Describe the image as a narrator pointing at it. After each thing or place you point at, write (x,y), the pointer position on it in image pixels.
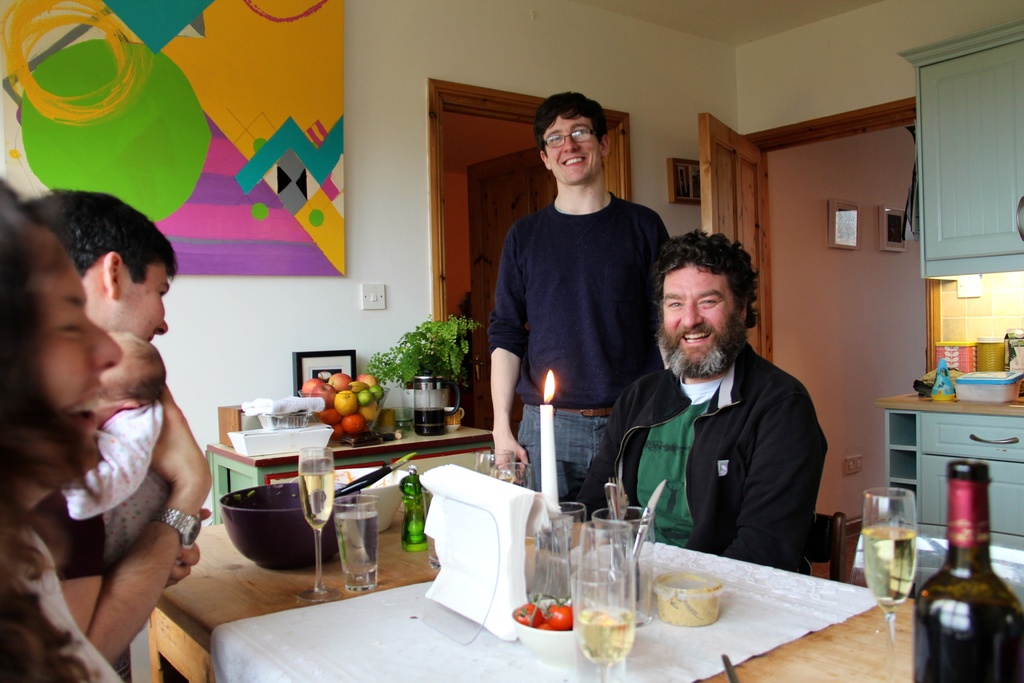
There are five persons (590,379). This is table (450,637). On the table (418,641) there are glasses (616,574), candle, and a bowl (287,524). Here we can see some fruits (333,410). And this is house plant (453,366). On the background (414,148) there is a wall (360,127) and this is frame (174,153). Here we can see a door (733,206) and this is cupboard (941,139).
